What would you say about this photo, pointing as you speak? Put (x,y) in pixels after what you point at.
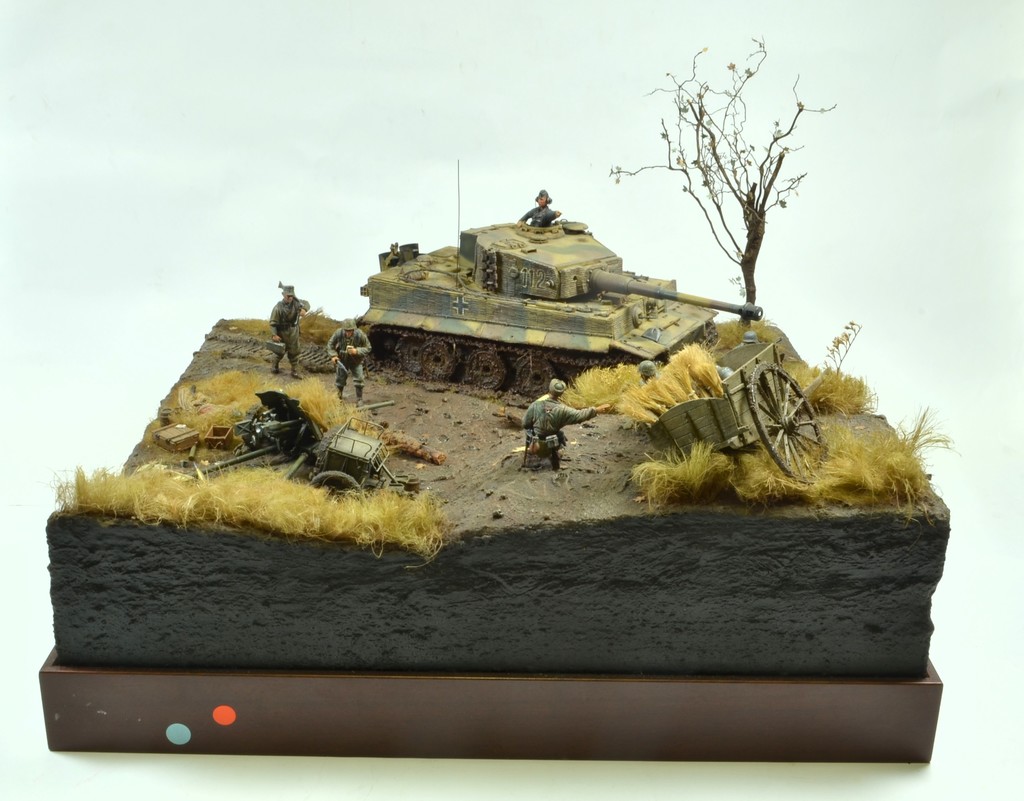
In the center of this picture (484,414) there is an object (830,573) on the top of which we can see the toys of persons (544,458) and we can see the toys of a tank (611,362) and a cart (754,423) and we can see the grass (299,500) and some other objects (362,431) and we can see the toy tree (738,188). The background of the image (708,67) is white in color.
